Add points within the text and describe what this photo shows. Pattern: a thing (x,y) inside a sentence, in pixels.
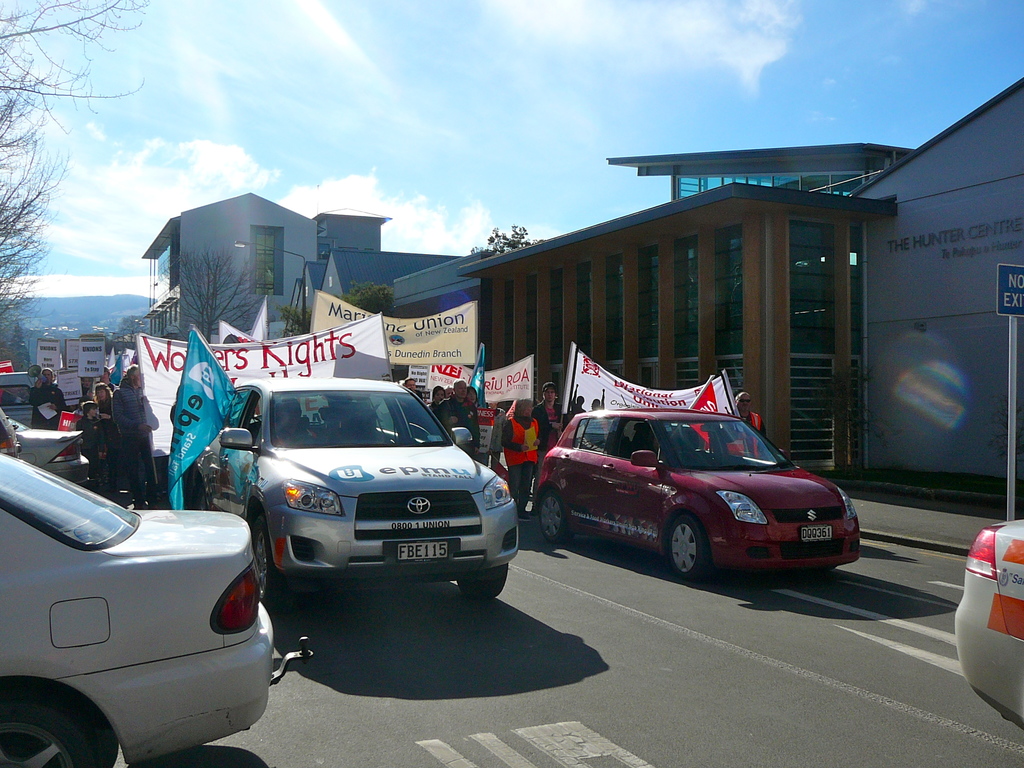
In this image I can see road (501,697) and on it I can see white lines (499,751), few cars (69,679) and number of people (522,448). I can also see number of banners (597,390) and on these banners (601,370) I can see something is written. I can also see buildings (426,277), trees (10,259), sky (374,185), clouds (235,144) and here I can see a blue color sign board (1003,315).
